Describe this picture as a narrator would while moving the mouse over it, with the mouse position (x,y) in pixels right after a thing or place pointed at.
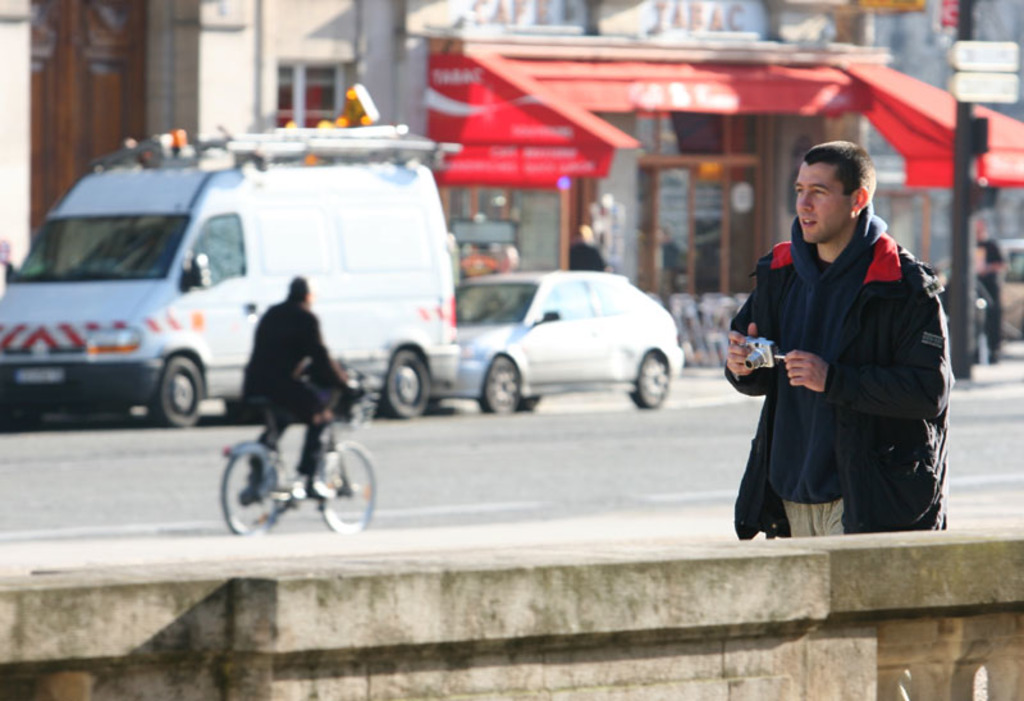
In this image I can see one person (844,348) is walking on the footpath (619,537) and he's holding a camera (773,352) in his hands (797,359). On the left side of the image (81,476) there is a road (75,461) and one person (271,366) is riding bicycle (282,492). Beside the road (283,467) there is a van (323,252) and a car (462,301). In the background (586,57) I can see a building (782,43). On the right side of the image (964,144) I can see a pole (961,176) having some instruction boards (968,82) to it.
